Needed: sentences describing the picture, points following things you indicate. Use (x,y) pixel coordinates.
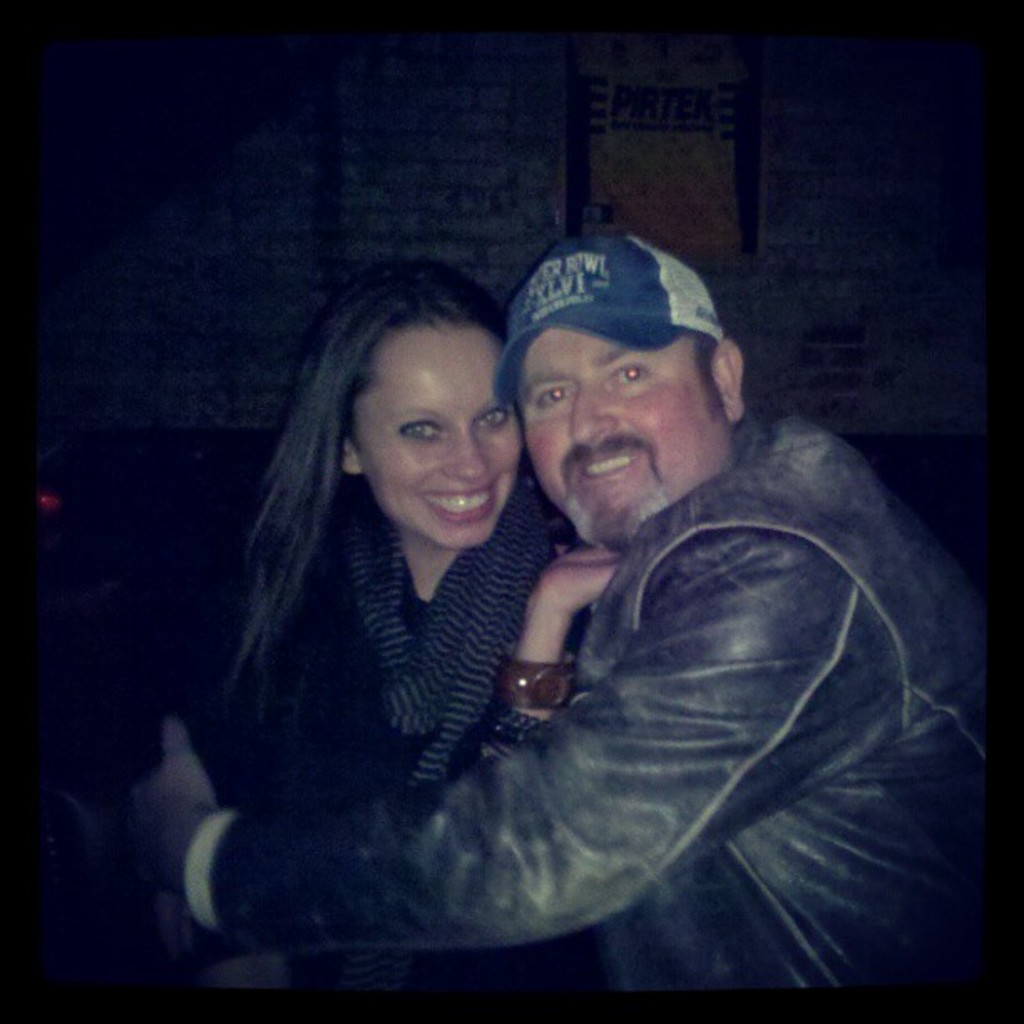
To the right side of the image (791,649) there is a man (738,670) with black jacket (795,893) is standing and there is a blue and white cap (638,298) on his head (599,461). He is holding the lady (331,602) in his hands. And the lady (491,530) is wearing the black dress (318,596) is sitting and she is smiling. Behind them there is a dark brick wall (436,220) with a poster (609,168) on it.
